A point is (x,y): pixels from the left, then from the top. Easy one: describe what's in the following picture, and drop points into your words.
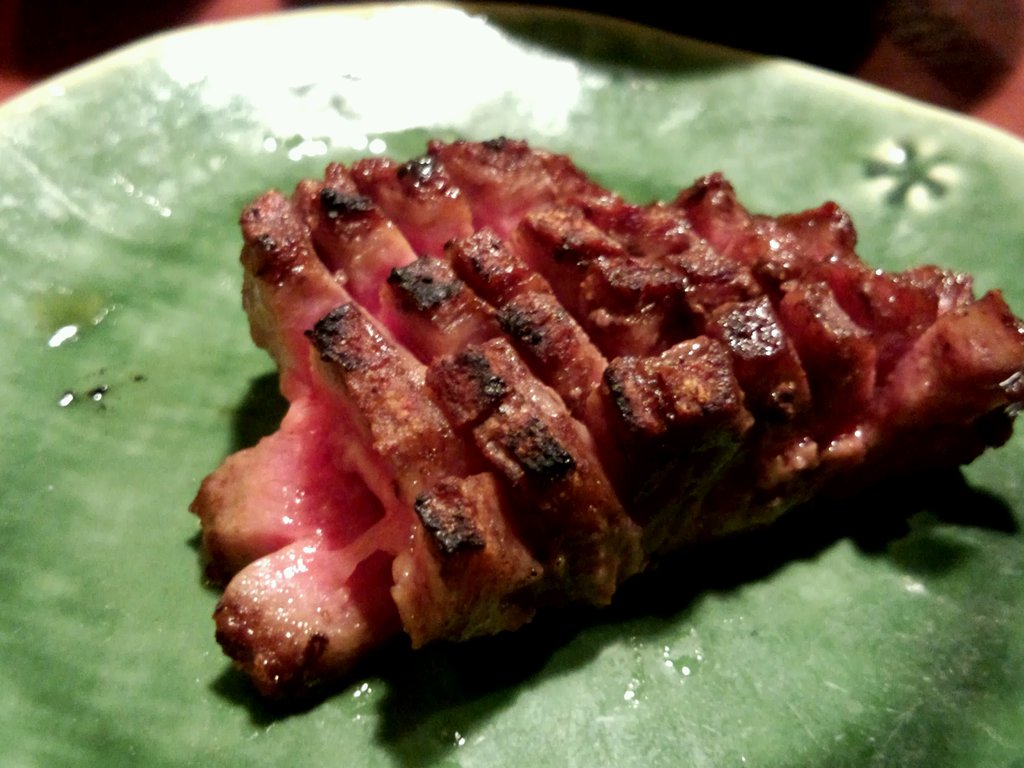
In this picture we can see food (504,258) in the plate (670,178).
